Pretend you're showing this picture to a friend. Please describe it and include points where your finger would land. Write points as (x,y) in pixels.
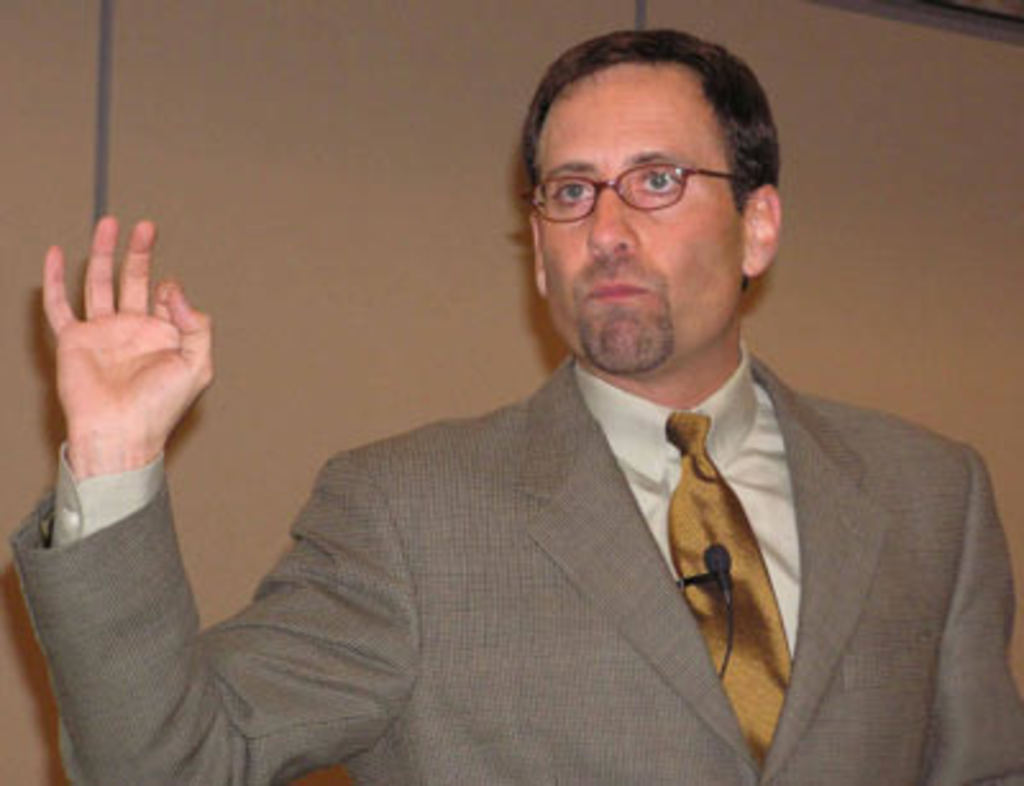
In this image there is a person (603,330) standing, the person (661,328) is wearing spectacles (624,194), there is a micro mic (711,569), there is a wire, at the background of the image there is a wall (379,233).
